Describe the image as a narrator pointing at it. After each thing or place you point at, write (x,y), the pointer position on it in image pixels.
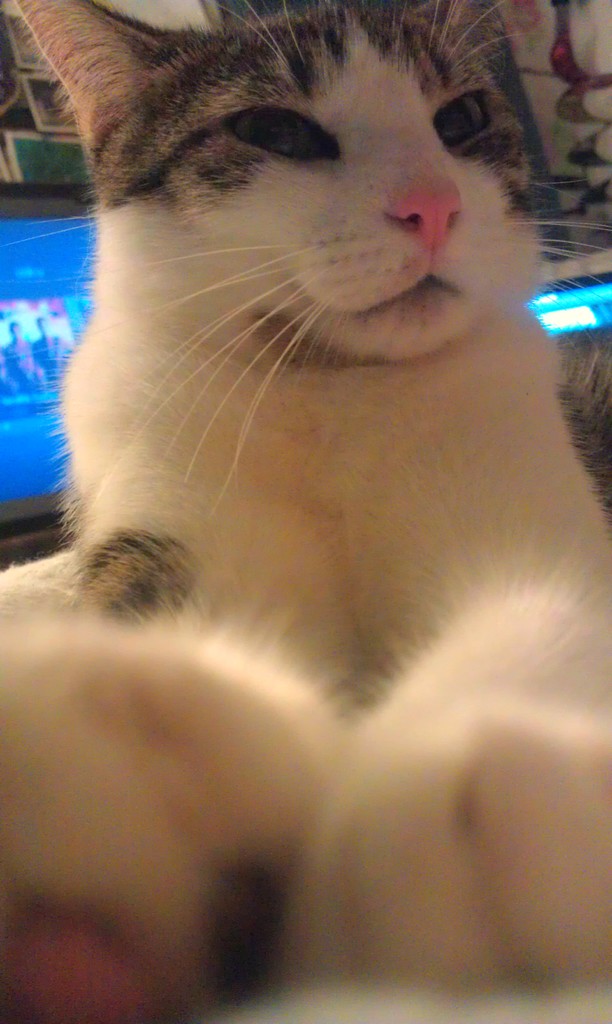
In this picture there is a cat (188,520). In the back (581,294) I can see the television screens (571,298) near to the wall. In the top left corner (15,161) I can see the frames (18,171) on this wooden rack (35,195).
